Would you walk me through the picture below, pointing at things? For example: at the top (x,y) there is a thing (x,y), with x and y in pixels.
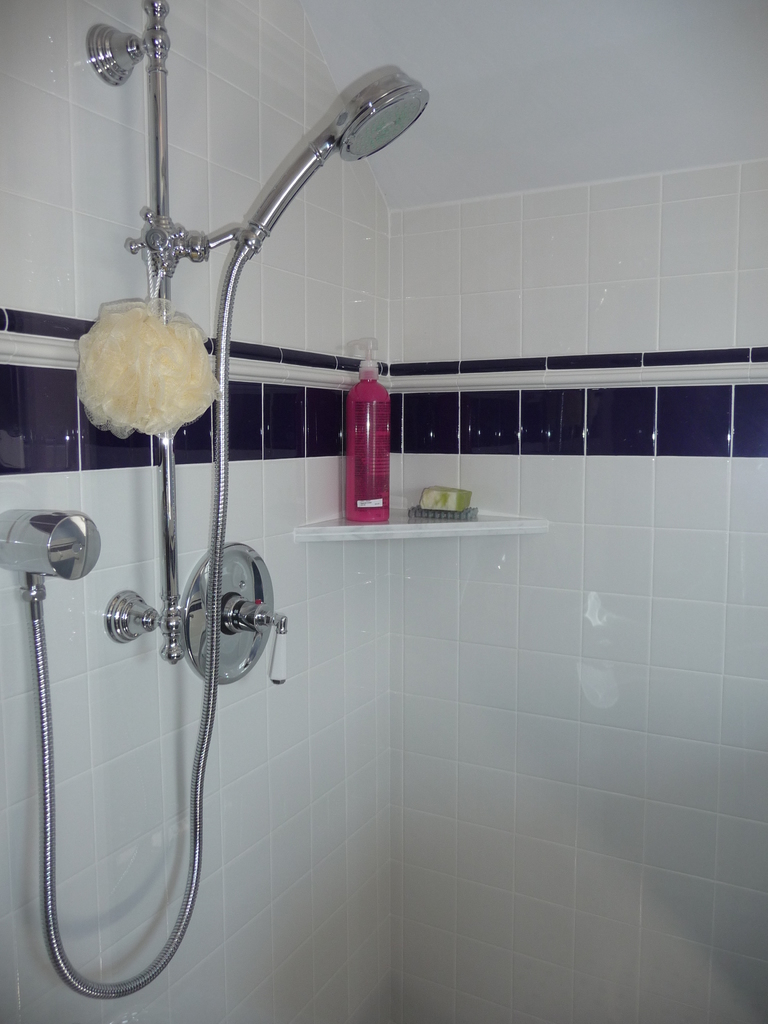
This is the interior of a bathroom (346,90). In this image, we can see there is a shower (373,111) having a pipe (42,660) and it is attached to the wall (287,613). Besides this shower (422,108), there is a valve (229,597) attached to the wall (368,328) and there is a bottle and an object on a shelf (401,514). In the background (391,547), there is a white wall (216,51).
